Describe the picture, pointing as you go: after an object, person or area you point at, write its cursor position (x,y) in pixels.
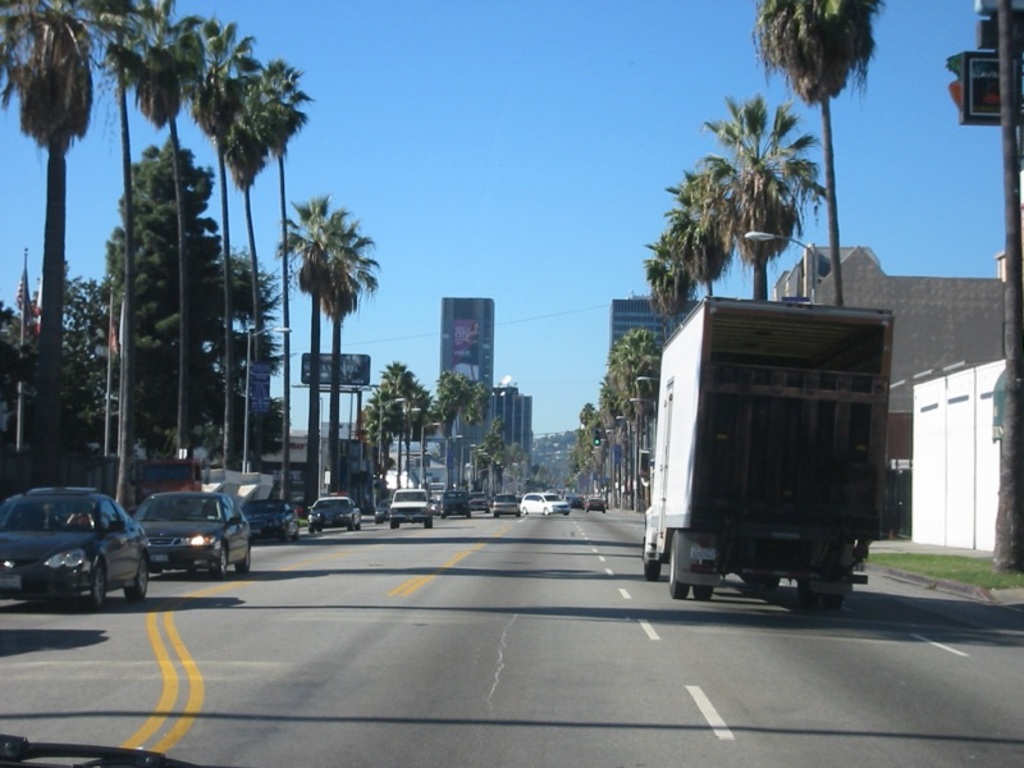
In this image we can see many trees (819,101). We can also see the buildings (979,404) and also the vehicles (296,523) passing on the road (573,589). Image also consists of plants (100,358) and also light poles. Sky (364,407) is also visible. We can also see the hoarding (347,364).
